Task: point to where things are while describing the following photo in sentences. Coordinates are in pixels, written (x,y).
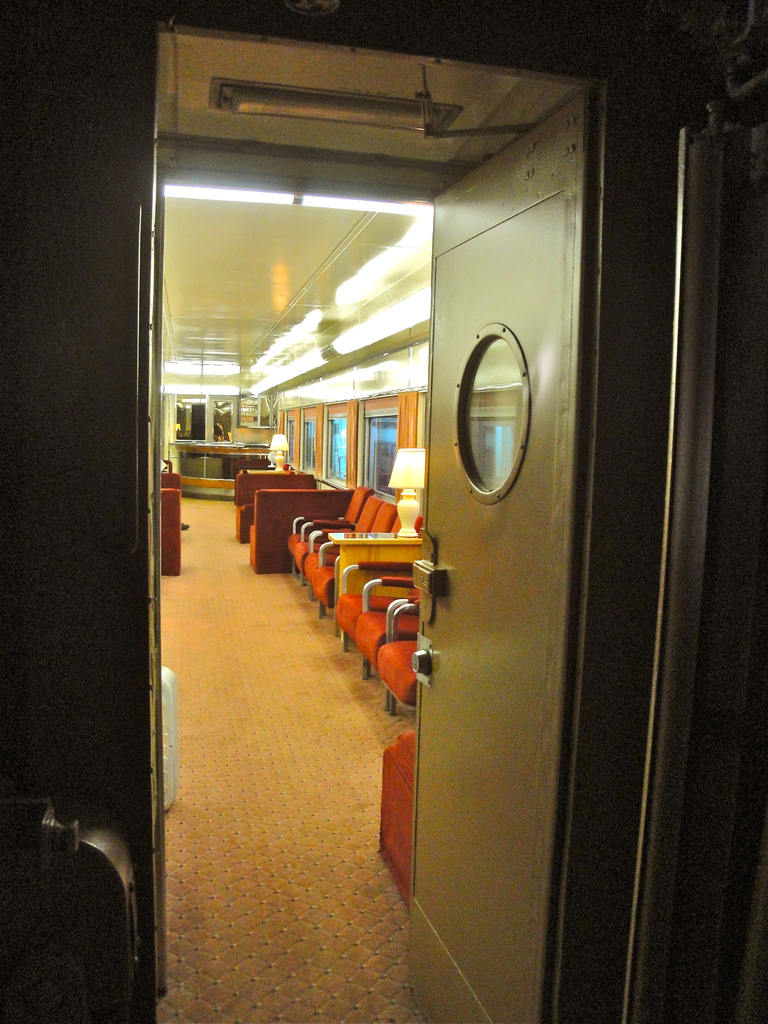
In this image I can see it is the door (449,642), inside this there are chairs (374,584) in orange color, at the top (172,188) there are lights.
